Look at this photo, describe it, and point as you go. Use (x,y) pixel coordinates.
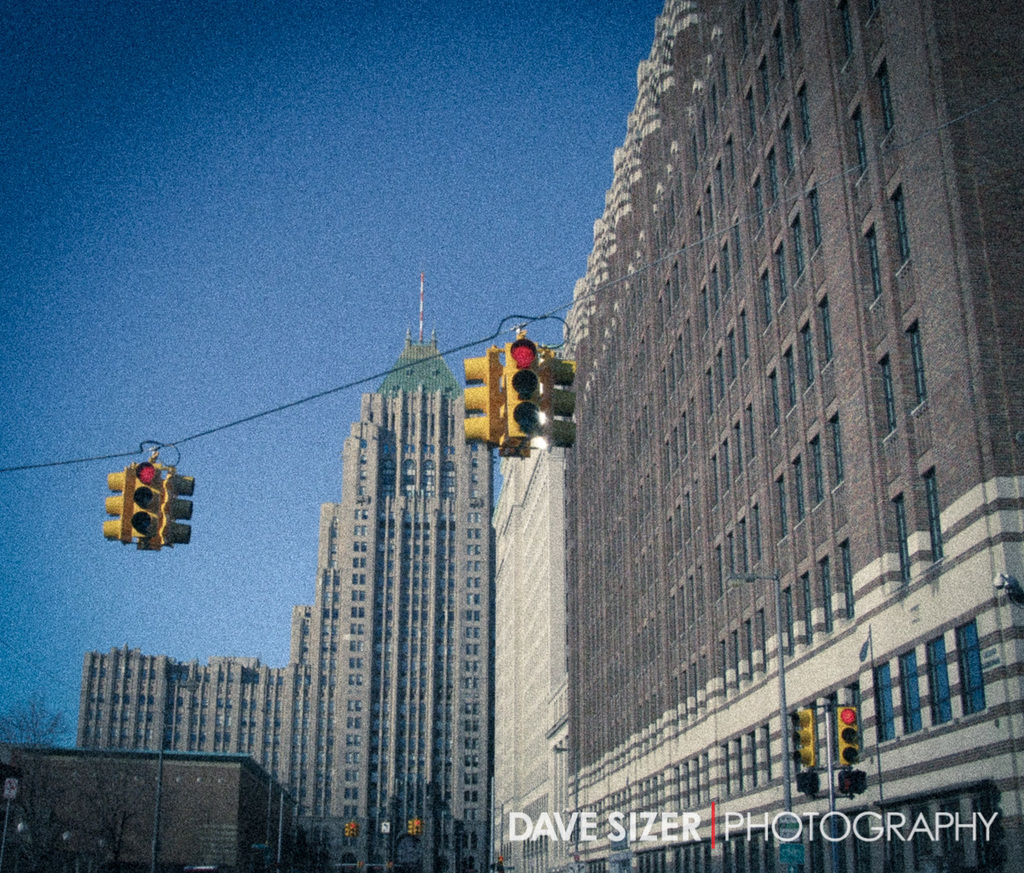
In this picture we can see few traffic lights (147,497), poles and buildings (635,597).
